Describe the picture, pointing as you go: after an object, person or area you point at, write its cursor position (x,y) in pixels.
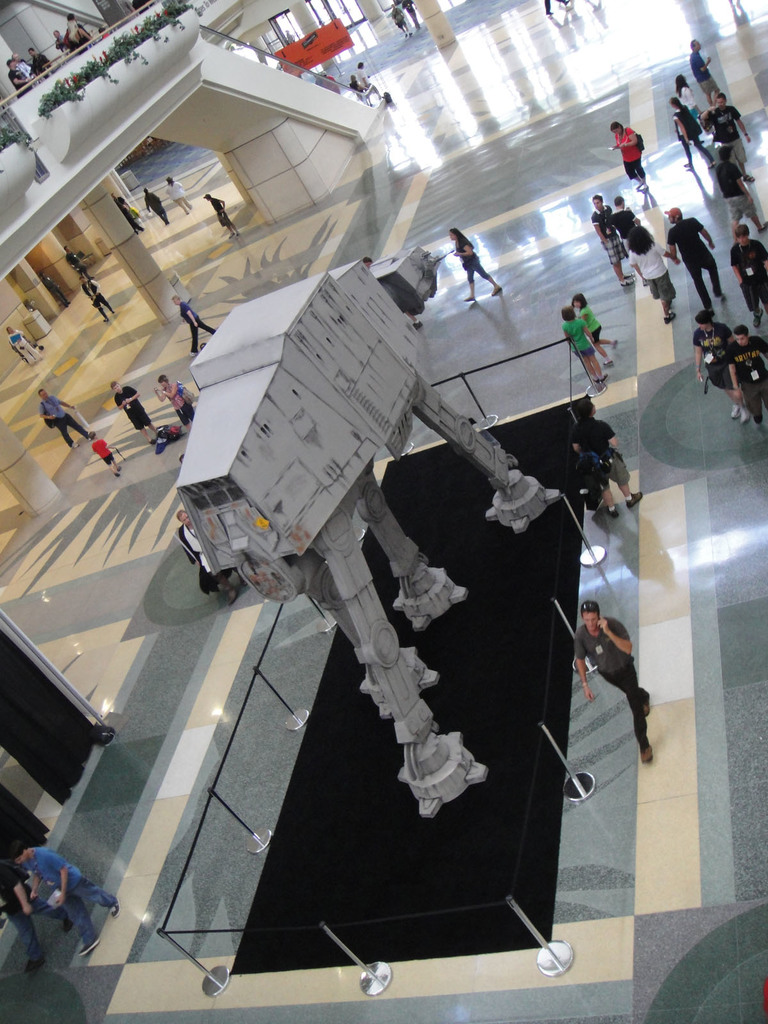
There are people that are walking, standing on the floor (733,683). In the middle (316,429) it is a structure (427,422).
